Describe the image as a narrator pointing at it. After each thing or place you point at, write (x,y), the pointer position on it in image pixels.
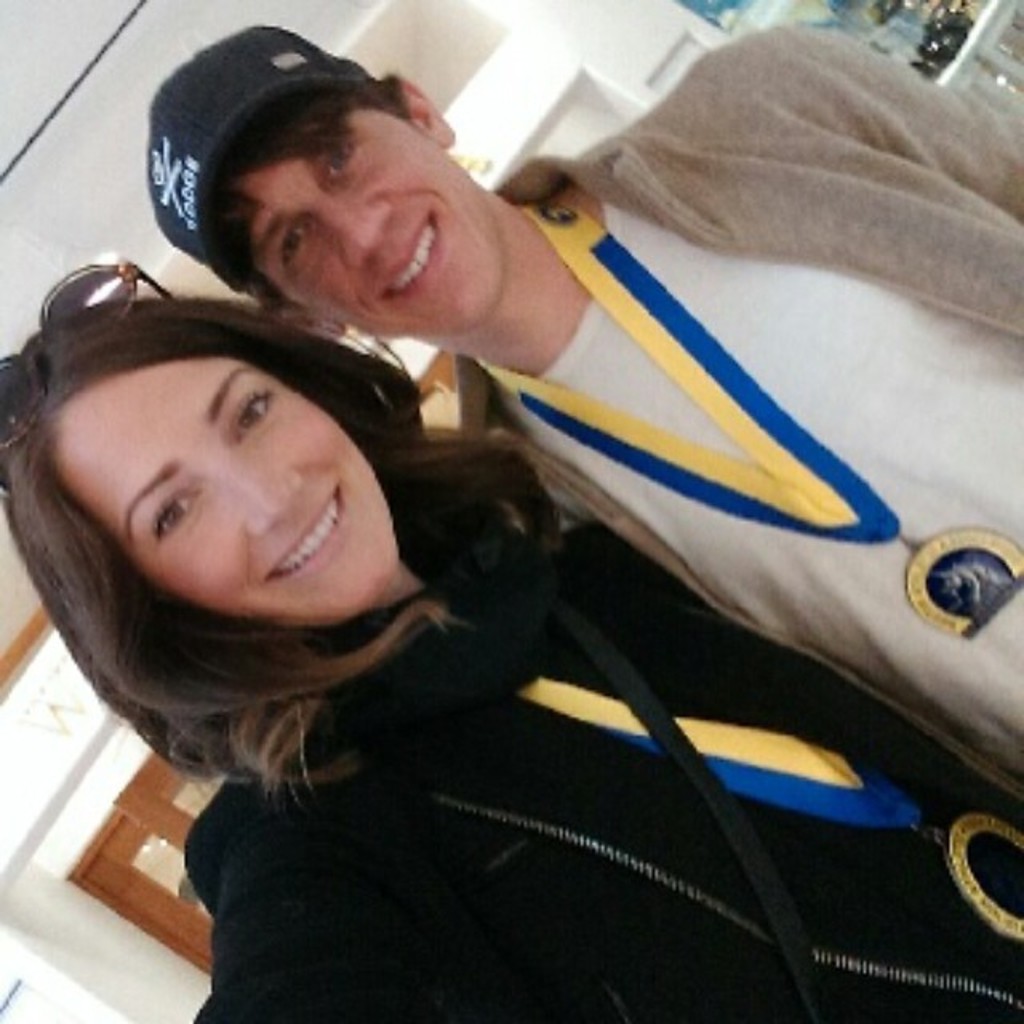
In this image there are two persons (300,433) woman (327,456) and men (710,254), they both are smiling and men (279,204) wearing a black color cap (189,125) and woman (161,298) wearing a black color jacket (401,805) and back side of them I can see the wall (536,114).
